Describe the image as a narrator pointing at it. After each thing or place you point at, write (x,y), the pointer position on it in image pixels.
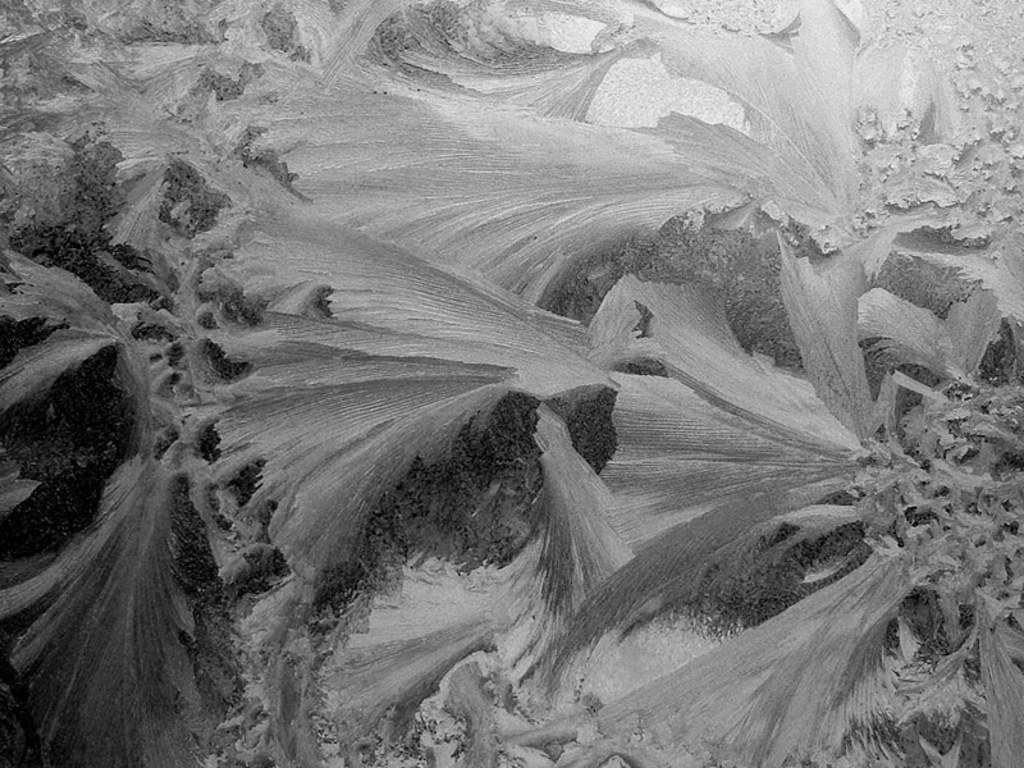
This is a black and white picture and in this picture we can see frost patterns (513,316).
